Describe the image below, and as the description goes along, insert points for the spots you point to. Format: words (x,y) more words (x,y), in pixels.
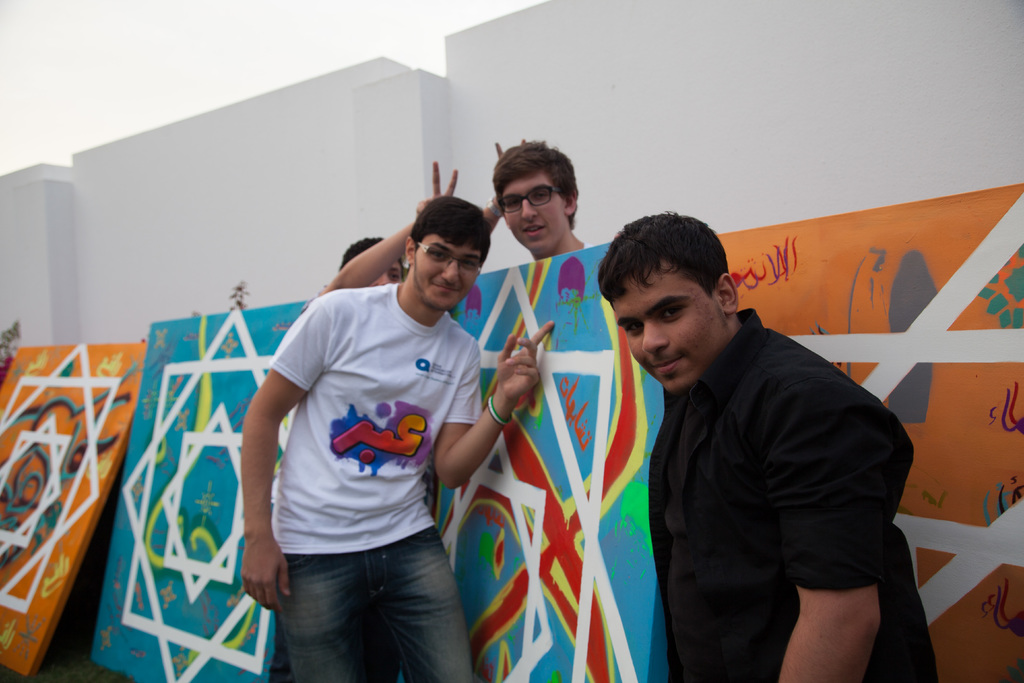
In the foreground of the picture (345,414) there are two person (380,425) standing, behind them there are paintings (572,420). Behind the paintings (481,367) there are two people (537,220) standing. At the background (261,170) there is a wall (241,175) painted white. Sky (144,80) is cloudy.
